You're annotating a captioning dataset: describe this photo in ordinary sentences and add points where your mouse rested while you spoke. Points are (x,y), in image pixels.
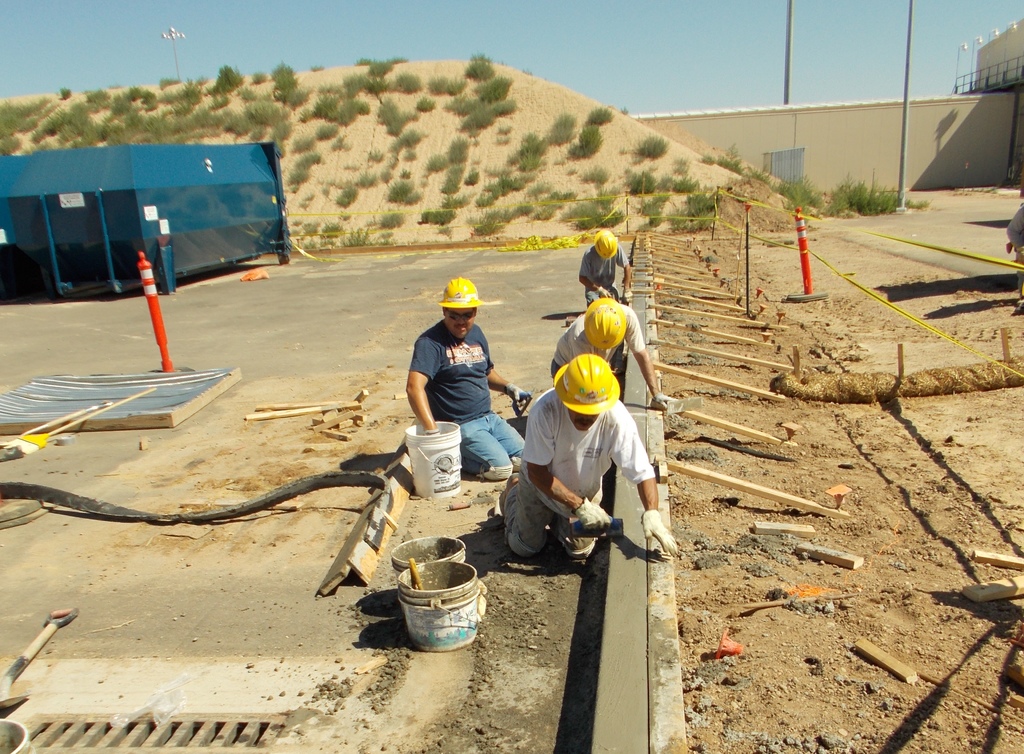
In this picture I can see people (584,427) working on road (172,506) wearing hard hat (589,389) on head (599,399). I can see buckets (432,573). I can see barrier (157,335). I can see container (161,220). I can see wall (863,164) in the background (912,151). I can see clear sky (680,71).
